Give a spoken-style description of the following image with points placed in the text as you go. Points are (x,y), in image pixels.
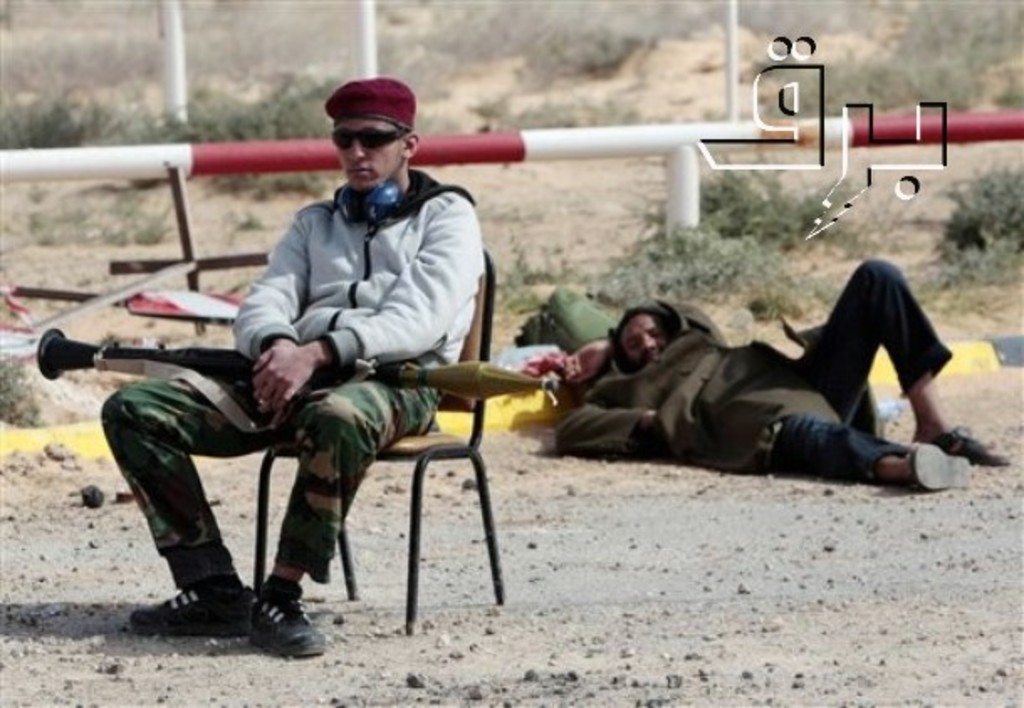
In this image there is a person (456,266) sitting on the chair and he is holding some object (489,395). Behind him there is another person (795,432) laying on the road (822,549). In the center of the image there is a rod (913,125). In the background of the image (431,57) there are poles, plants (600,28). There are symbols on the right side of the image (835,166).
